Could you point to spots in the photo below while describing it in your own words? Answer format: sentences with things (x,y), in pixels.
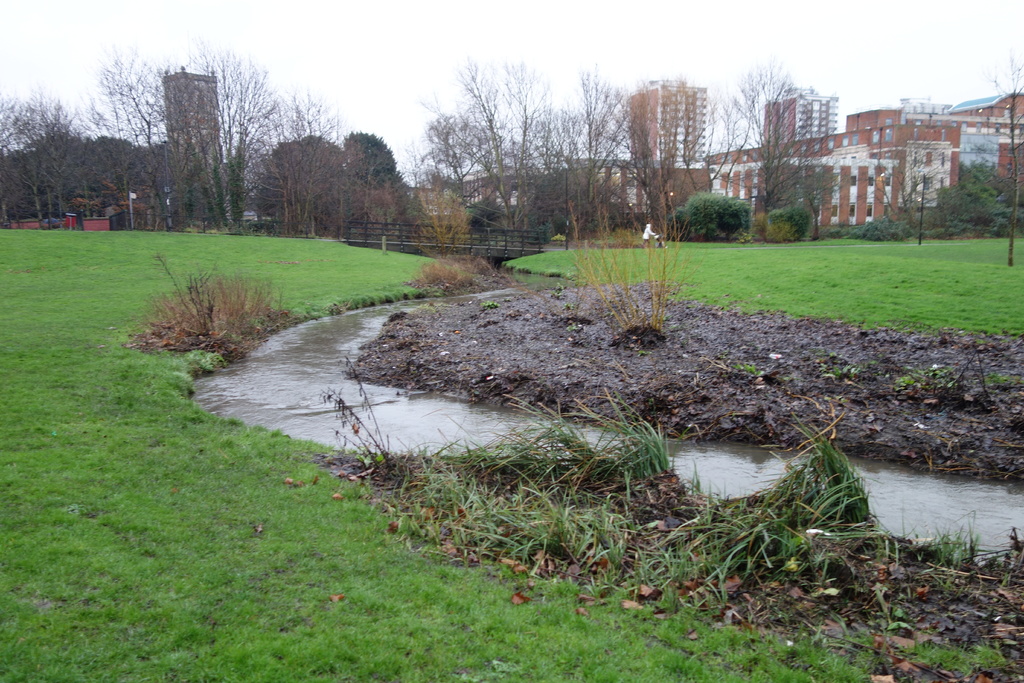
In this picture there are buildings (736,179) and trees (963,185) and there are poles (921,182) and there is a bridge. On the right side of the image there is a person (648,224) walking on the grass (807,286). At the top (594,37) there is sky (416,41). At the bottom (346,520) there is grass (552,548) and there is water (465,407).
